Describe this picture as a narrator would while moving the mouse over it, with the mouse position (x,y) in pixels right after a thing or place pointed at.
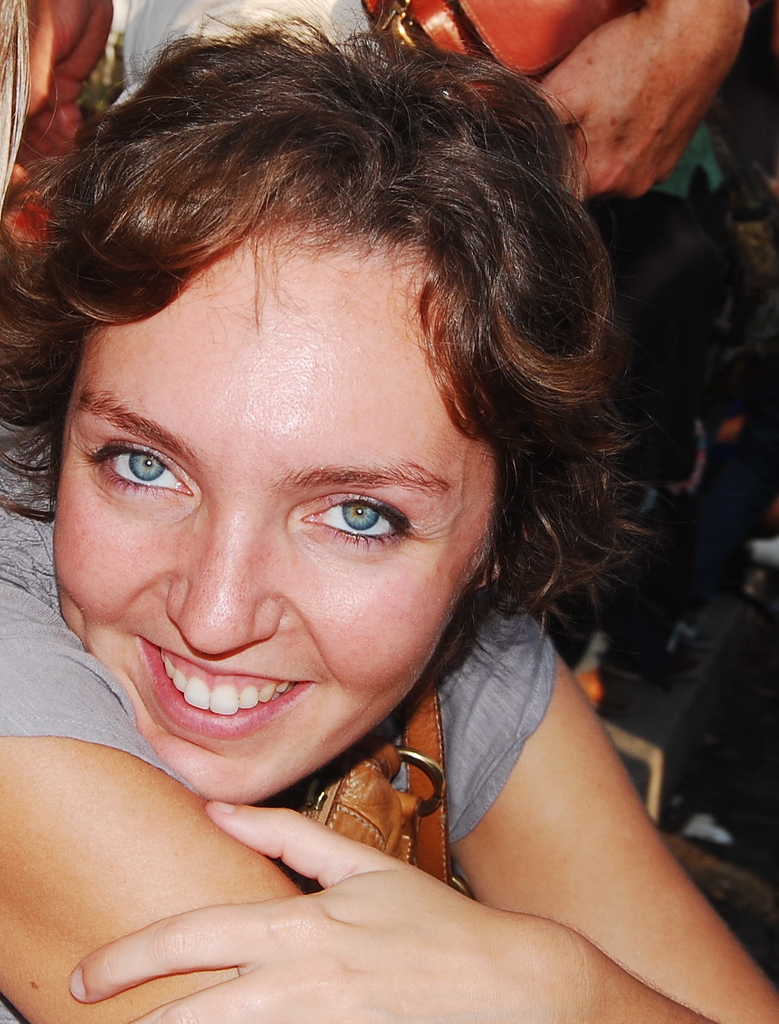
In this image in the front (355,673) there is a woman (237,457) smiling. In the background (32,82) there are persons (686,64).
